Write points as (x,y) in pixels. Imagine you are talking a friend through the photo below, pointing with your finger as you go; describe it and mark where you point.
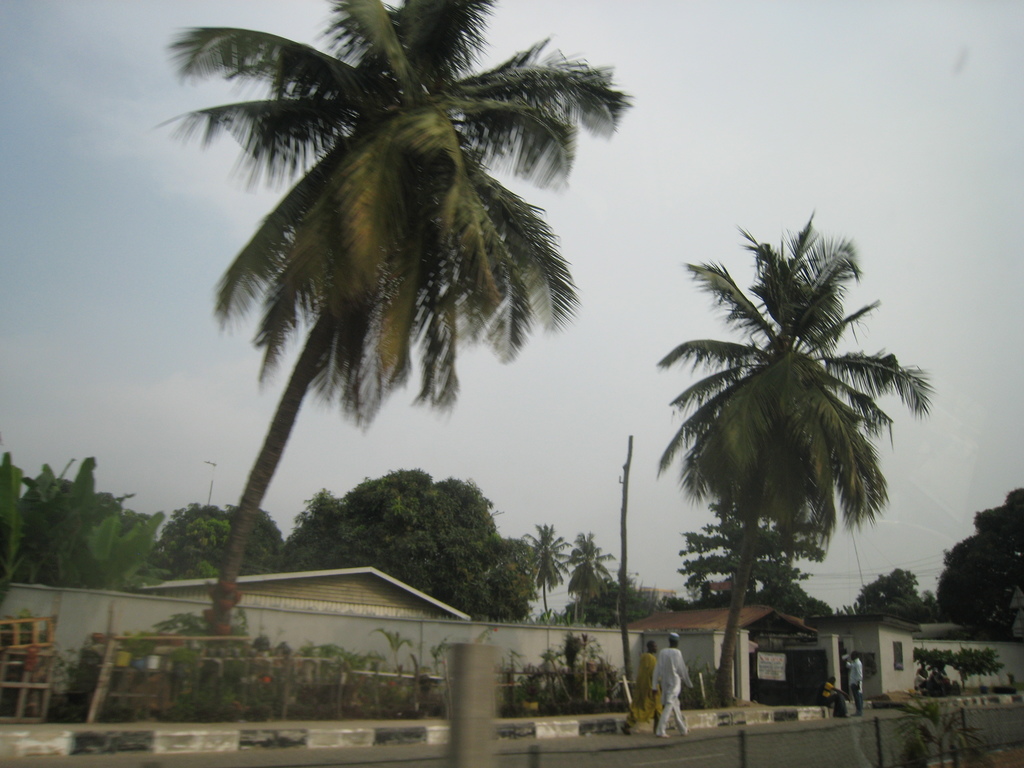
In this image I can see two persons (650,662) walking, few trees (371,525) and plants (339,692) in green color and the sky (874,87) is in white color and I can also see the house (425,603).
